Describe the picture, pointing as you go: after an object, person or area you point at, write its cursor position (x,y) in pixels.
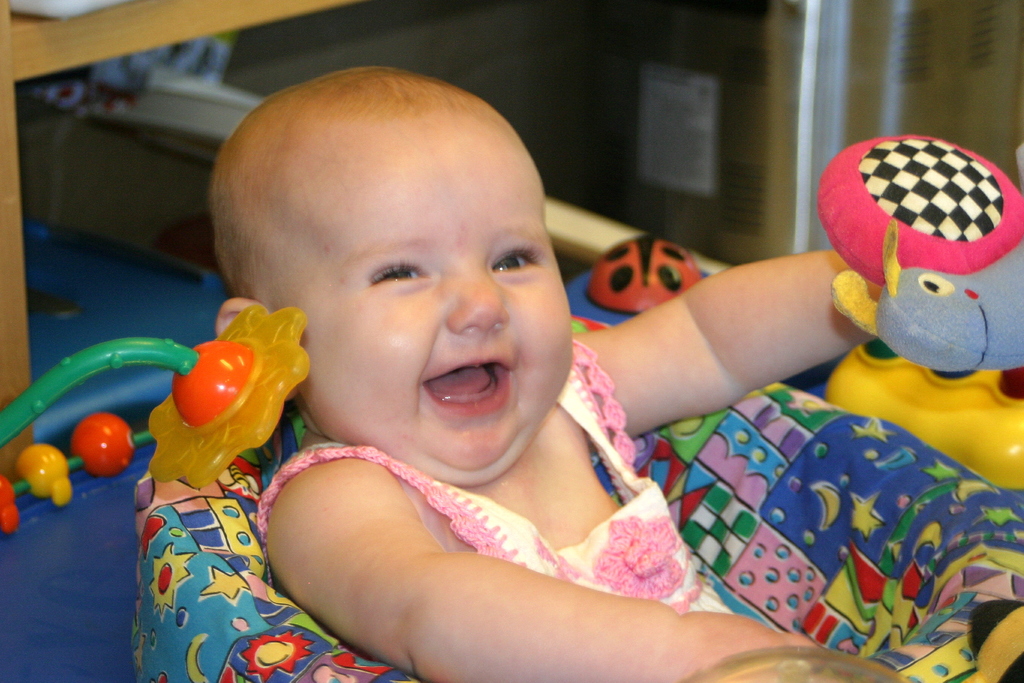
In the picture we can see a baby girl child (686,562) in the small seat (223,582) and playing with a toy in the hand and smiling.
